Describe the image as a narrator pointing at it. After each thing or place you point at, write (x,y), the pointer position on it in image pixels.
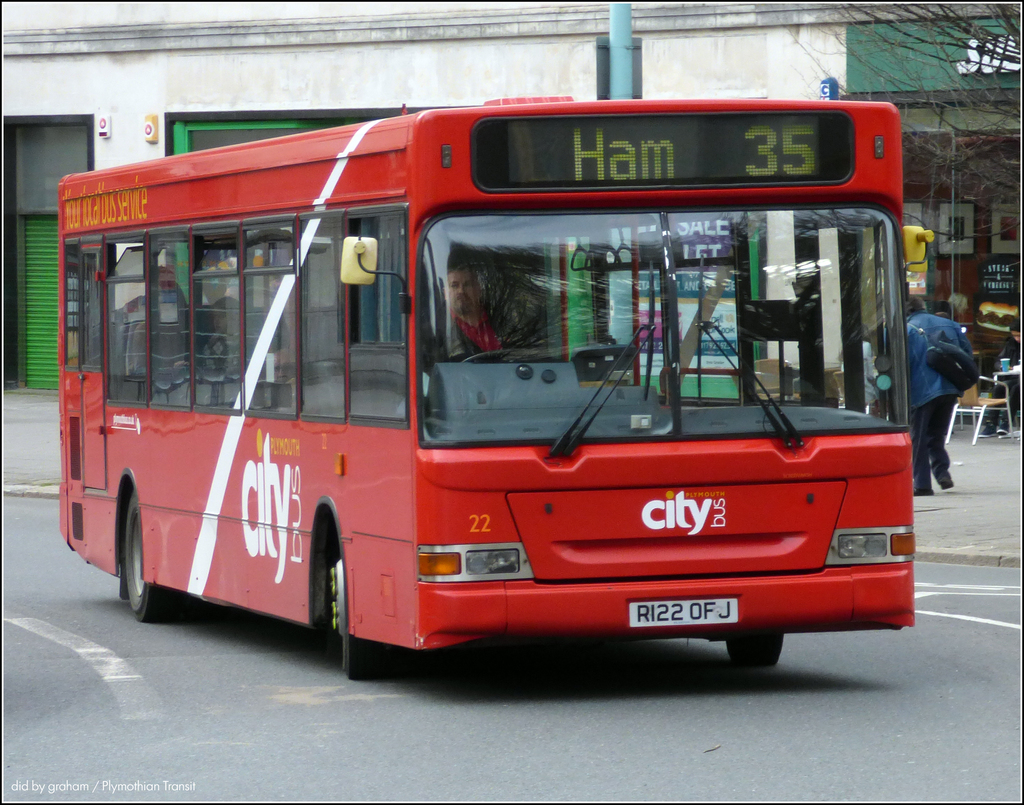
In the center of the image (657,352) there is red color bus (364,587) on the road (91,673). In the background of the image (18,129) there is a building (227,78). There is a pole (618,62). There is a person (919,424) standing on the right side of the image (924,473).
